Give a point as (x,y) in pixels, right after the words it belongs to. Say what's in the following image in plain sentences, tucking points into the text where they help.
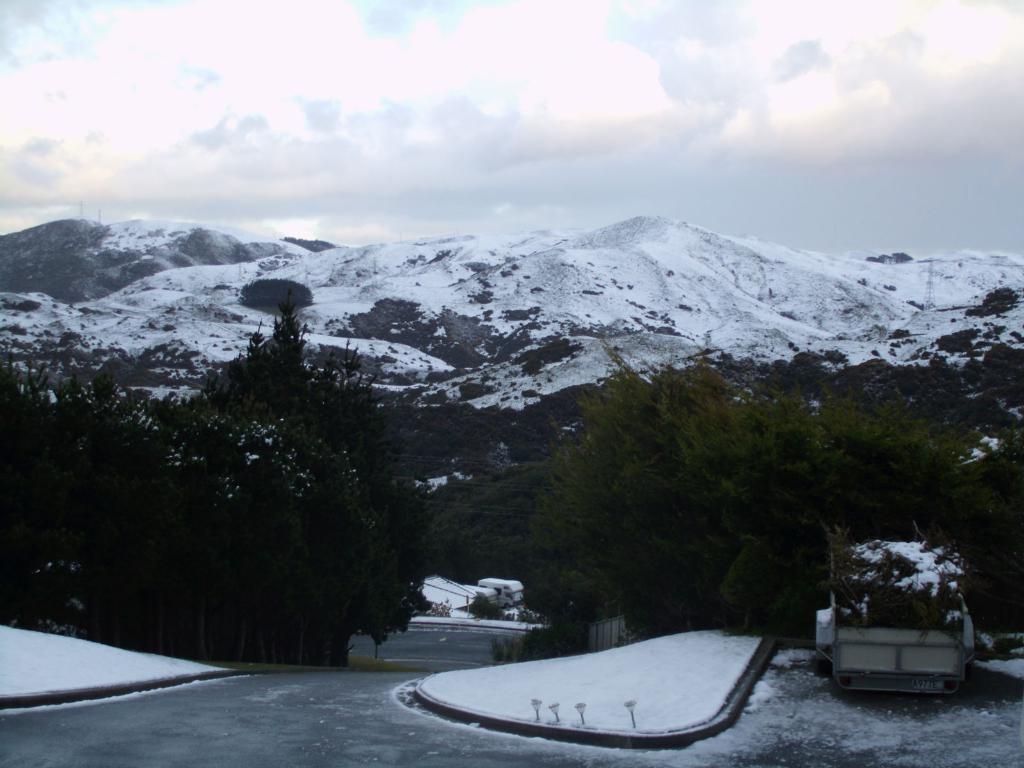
In front of the image there is a road (757,725), beside the road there is snow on the pavement (85,691) and there are some objects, in the background of the image (270,284) there are houses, trees (286,324) and snowy mountains (599,333), at the top of the image (334,17) there are clouds (277,196) in the sky (275,210).
